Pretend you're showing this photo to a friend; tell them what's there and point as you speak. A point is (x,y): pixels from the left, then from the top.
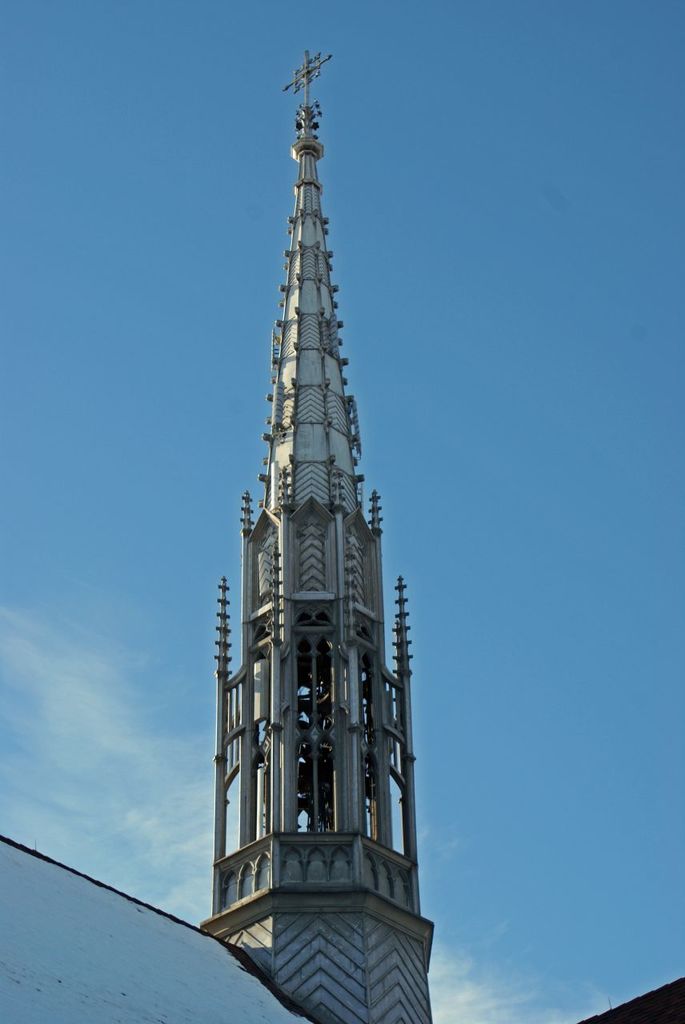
In this picture I can see a tower (282,409), and in the background (195,471) there is sky (125,497).
